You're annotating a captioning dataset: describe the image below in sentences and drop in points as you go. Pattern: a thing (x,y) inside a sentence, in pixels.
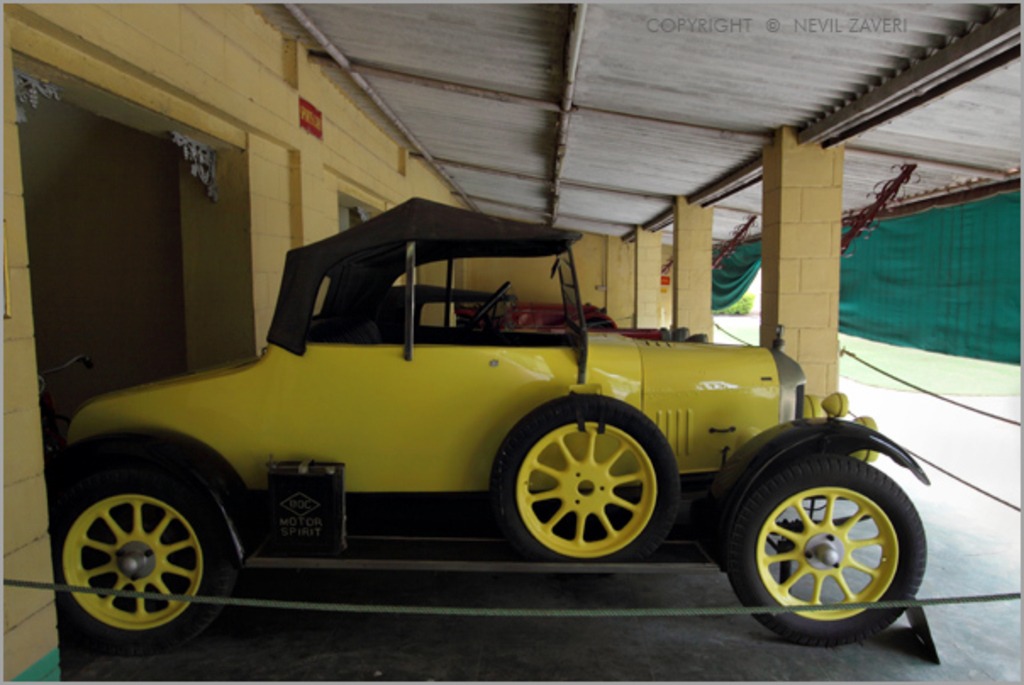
In this picture we can see few cars (677,425) under the shed (804,316), and we can find few curtains (972,325) and metal rods (922,66).
